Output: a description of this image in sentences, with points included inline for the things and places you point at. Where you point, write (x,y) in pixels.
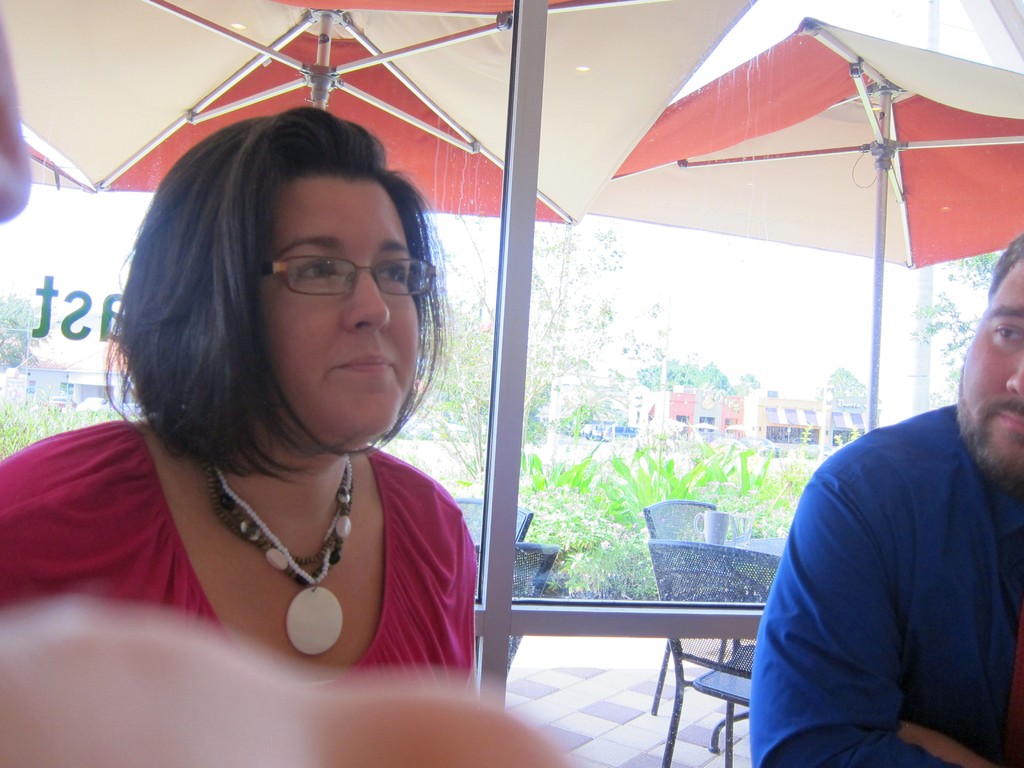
In this image I can see a woman (224,535) wearing red colored dress (18,541) and a man (862,537) wearing blue colored dress (911,617). In the background (715,515) I can see few trees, few buildings (783,409), few chairs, few umbrellas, a cup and the sky (780,375).
